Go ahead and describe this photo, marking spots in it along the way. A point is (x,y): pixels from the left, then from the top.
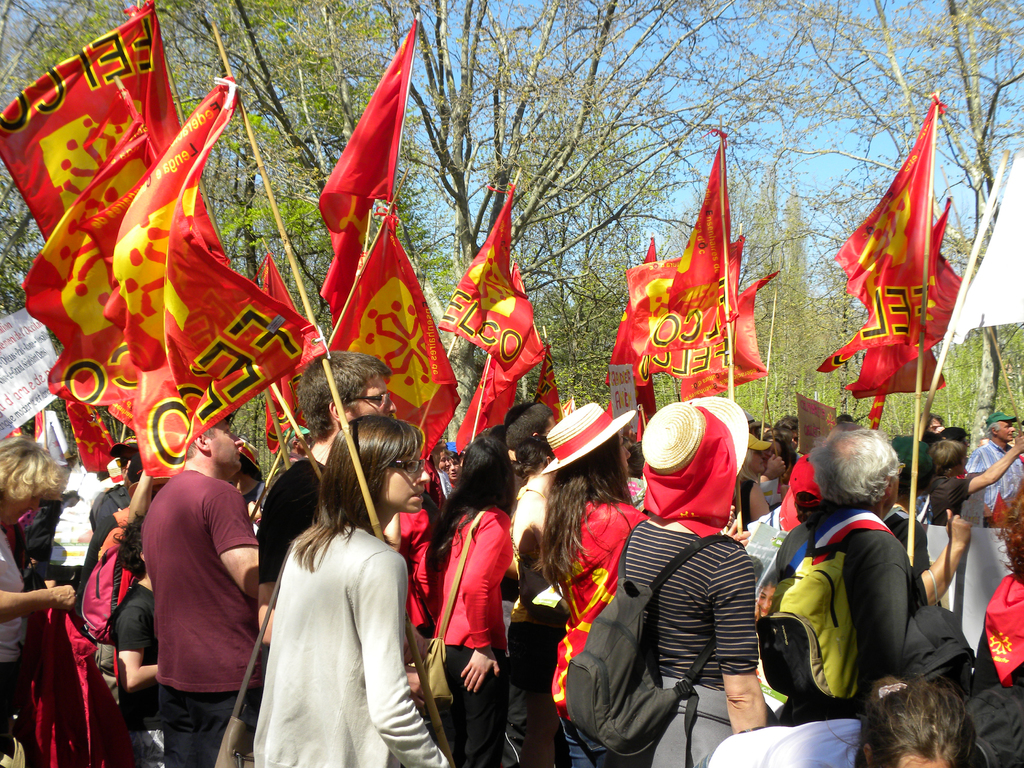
In this picture we can see a group of people (526,664) carrying bags (657,588), holding flags (205,346) with their hands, some objects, trees (658,113) and in the background (792,143) we can see the sky (739,32).
